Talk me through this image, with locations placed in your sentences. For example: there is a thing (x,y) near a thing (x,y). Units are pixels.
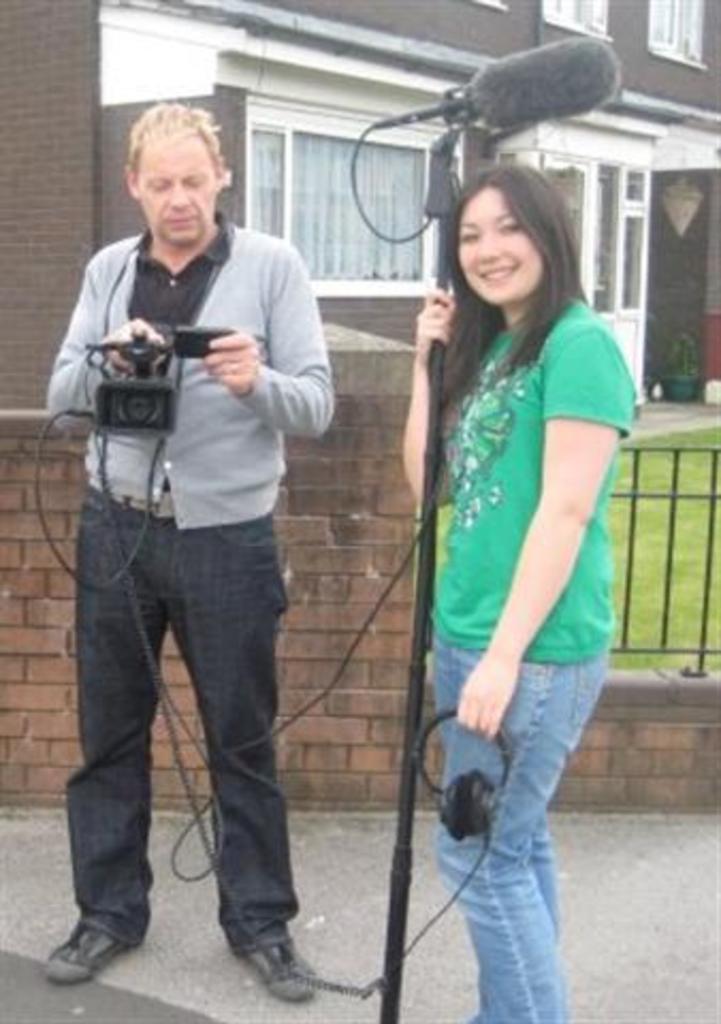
In this image we can see two persons (241,441) standing and holding the objects (151,389), also we can see the wall (310,536), grille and grass (661,518), in the background (348,102), we can see a building (348,101).
